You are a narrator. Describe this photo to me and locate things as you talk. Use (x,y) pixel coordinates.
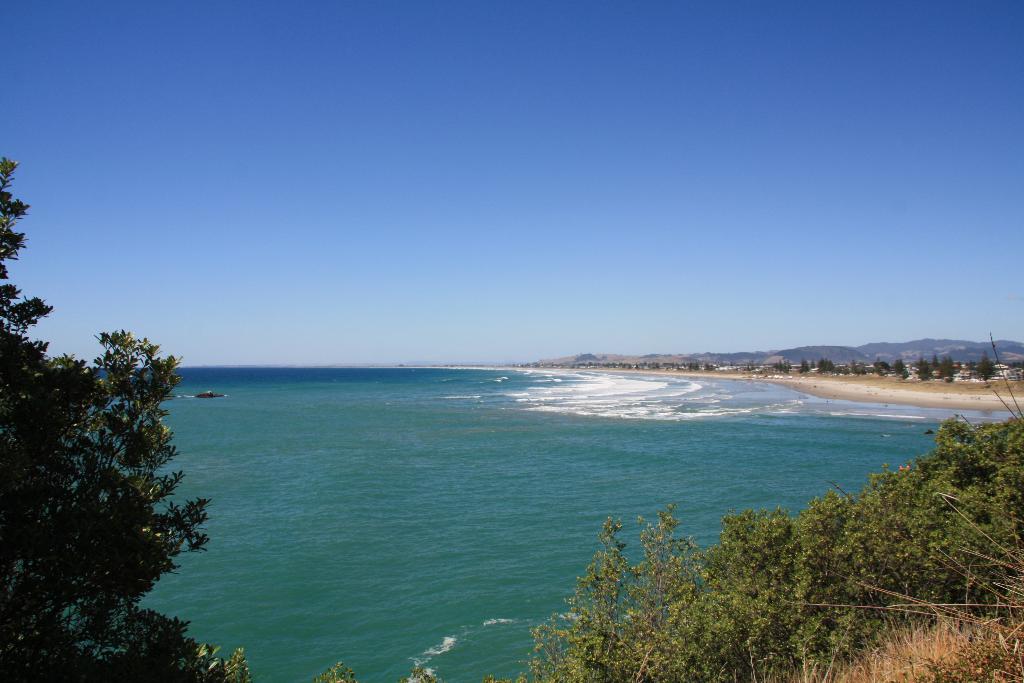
In this picture, we see water (421,532) and this water (441,432) might be in the sea (340,477). In the right bottom of the picture (813,540), we see trees (857,593). In the left bottom of the picture (134,503), there are trees (132,546). On the right side (808,352), there are trees (775,365) and hills (770,360). At the top of the picture (514,128), we see the sky (347,139), which is blue in color.
